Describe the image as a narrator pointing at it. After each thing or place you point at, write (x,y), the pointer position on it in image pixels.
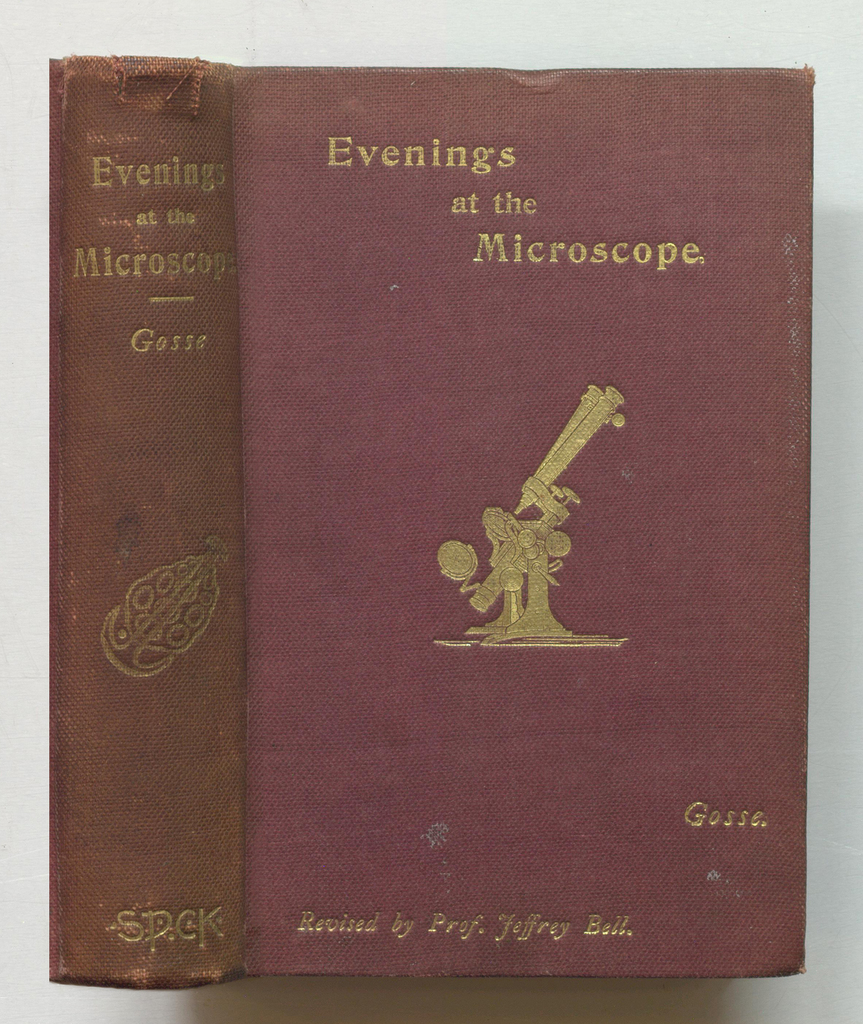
In this image we can see a book (412,475) with image (454,569) and text (406,152) on it, also the background (547,18) is white in color.
